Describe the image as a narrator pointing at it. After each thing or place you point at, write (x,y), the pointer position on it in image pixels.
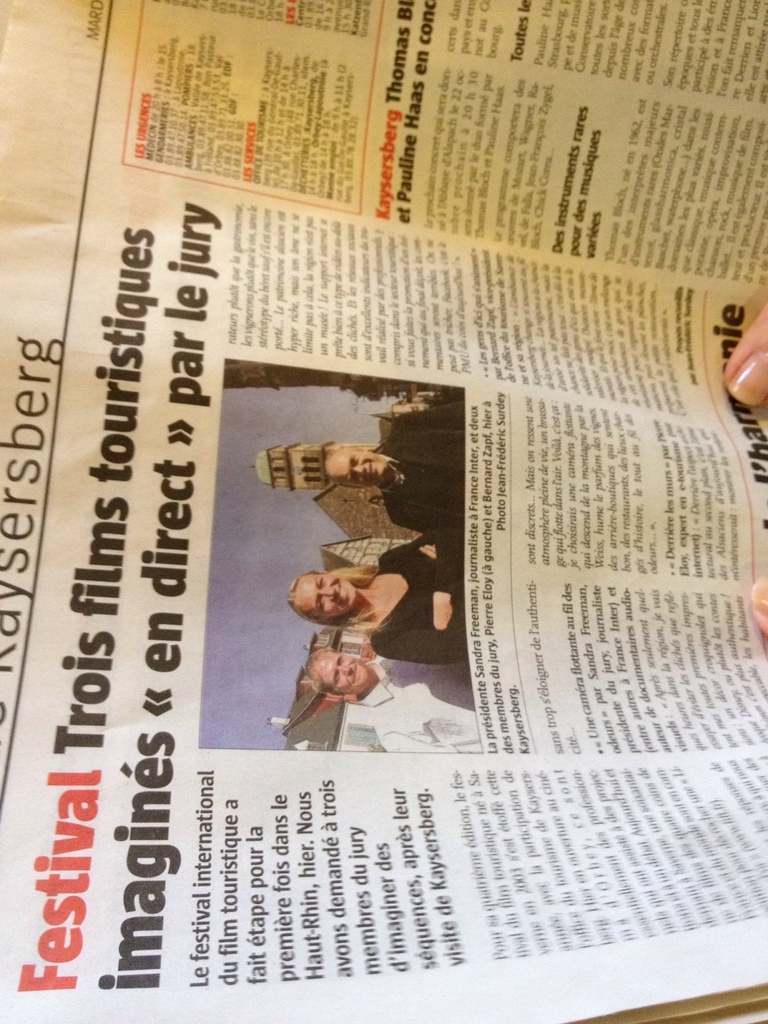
This picture contains a French newspaper (369,364). On the left side of the picture (69,826), we see text (100,607) written in highlighted words (154,597). In the middle of the picture (383,489), we see three people (381,459) standing and all of them are smiling. Behind them, we see a monument (301,448). We see some text (458,218) written on the newspaper (432,257). On the right side (731,398), we see the fingers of the hand (753,597).
